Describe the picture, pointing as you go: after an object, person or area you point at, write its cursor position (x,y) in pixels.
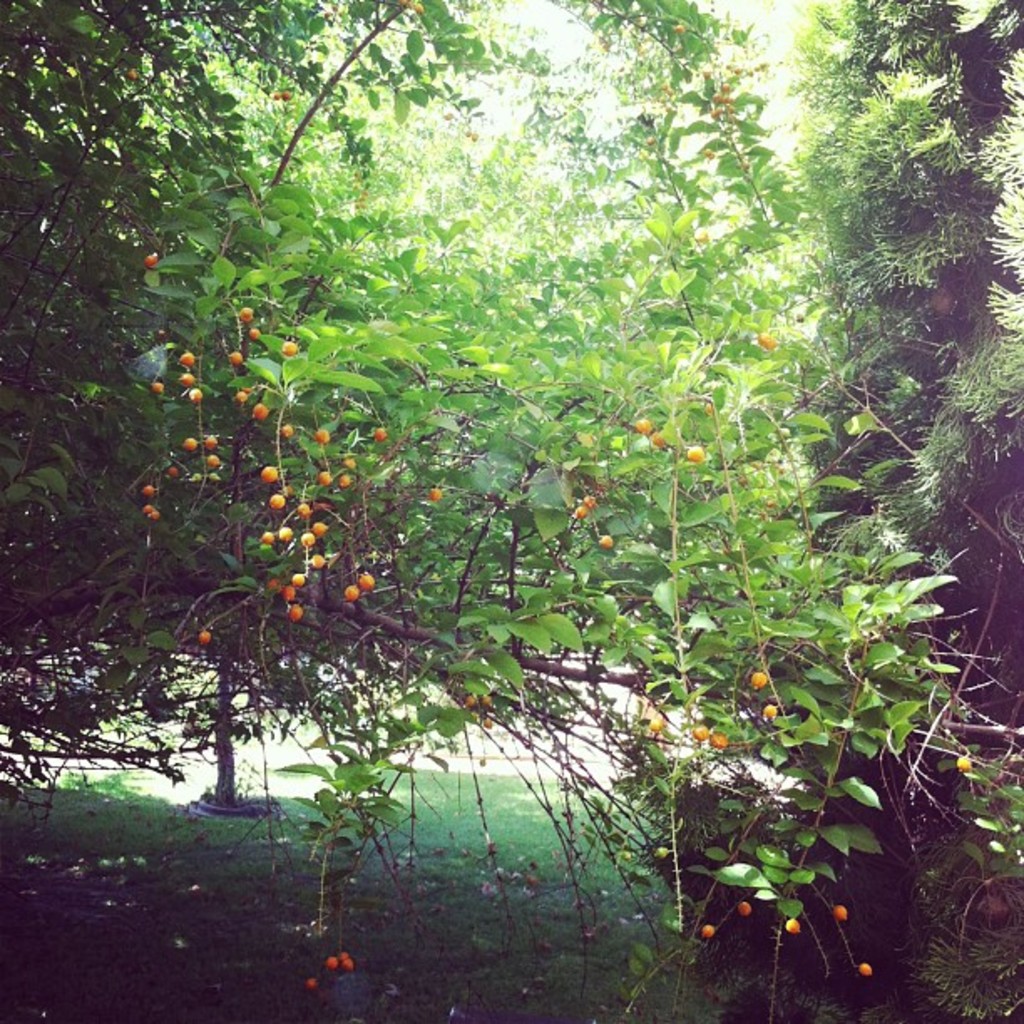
In this image there are trees (397,358) and we can see fruits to it. At the bottom (186,834) there is grass (221,919).
